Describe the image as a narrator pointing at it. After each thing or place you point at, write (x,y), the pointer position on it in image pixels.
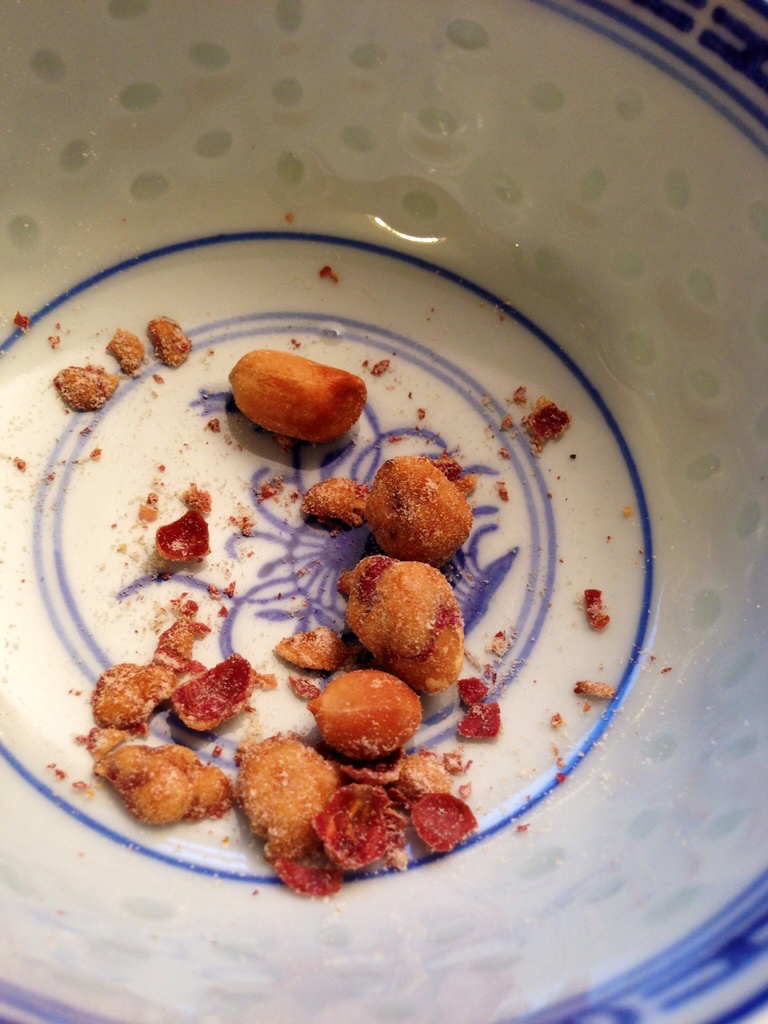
This is a zoomed in picture. In the center (293,558) there is a white color bowl (321,24) containing some food item (349,705).
